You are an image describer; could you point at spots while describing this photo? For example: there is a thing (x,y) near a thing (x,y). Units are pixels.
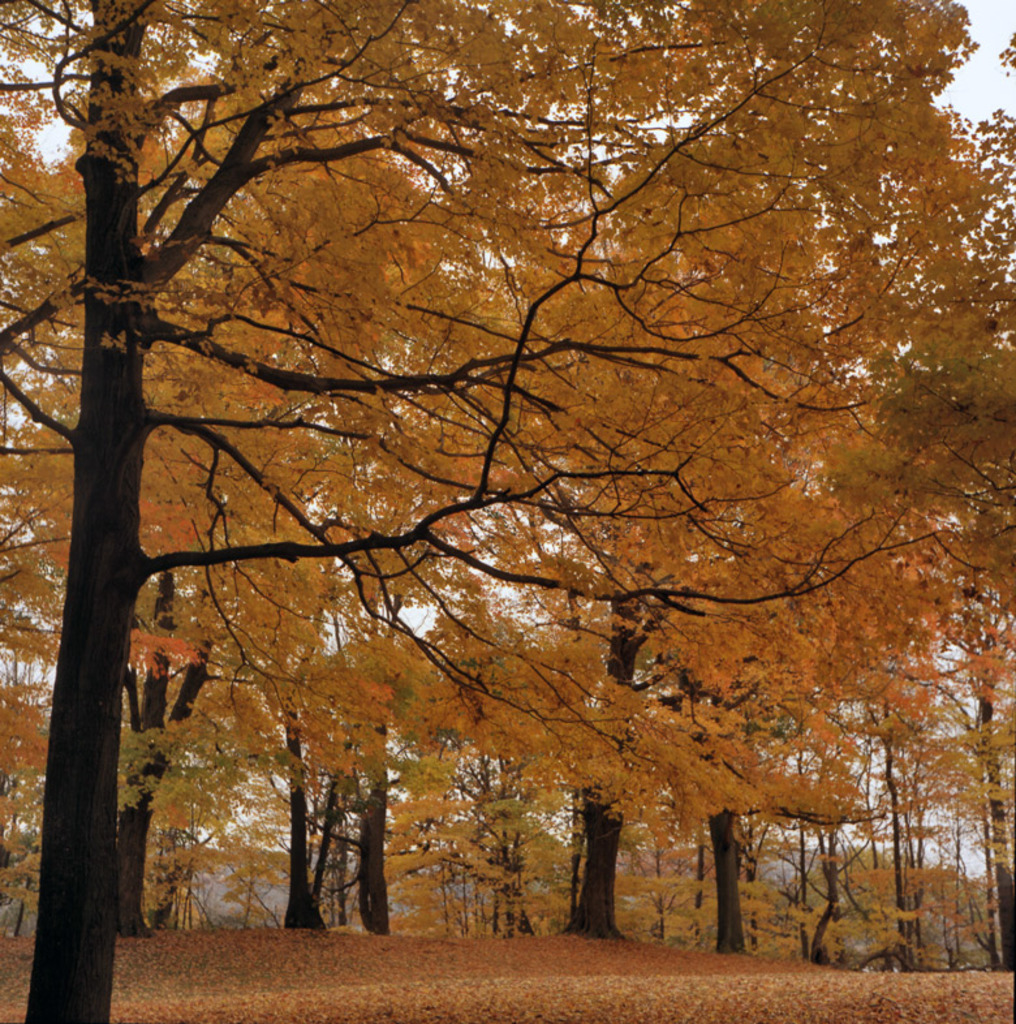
In this image there are trees (657,877). At the bottom of the image (714,984) there are leaves (510,972) on the surface (586,1008). At the top of the image (970,93) there is sky (960,102).
